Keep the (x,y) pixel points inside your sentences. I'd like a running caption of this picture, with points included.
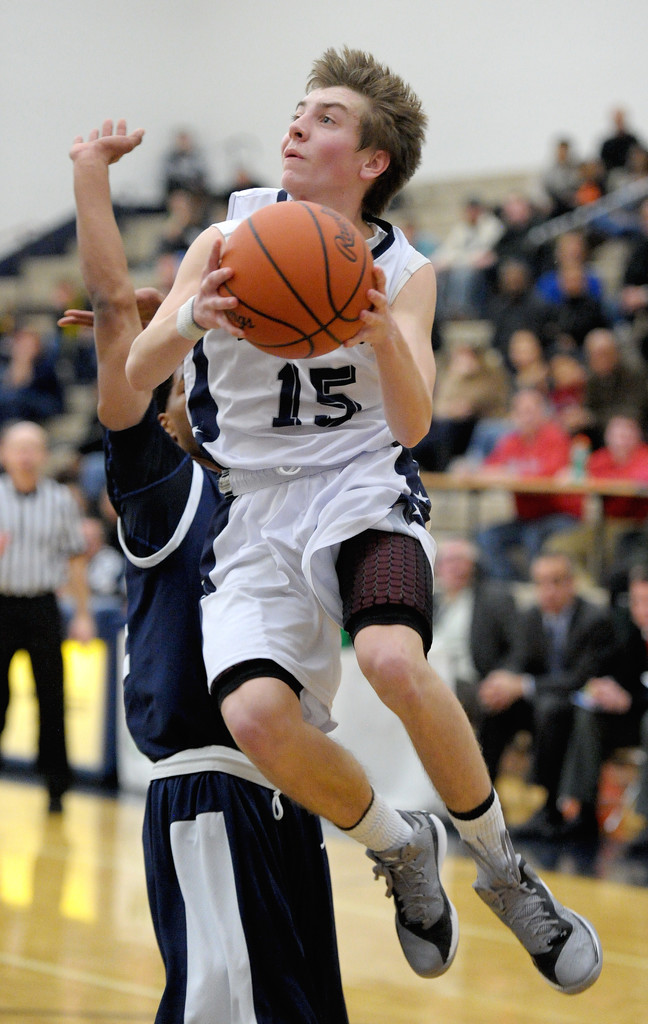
In this picture I can see a man (325,633) is holding a ball (343,314) in the hand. This person (319,398) is in the air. This person (311,471) is wearing white color clothes (276,473). In the background (494,531) I can see people (554,502) sitting and a person (24,587) is standing on the floor (44,869).
